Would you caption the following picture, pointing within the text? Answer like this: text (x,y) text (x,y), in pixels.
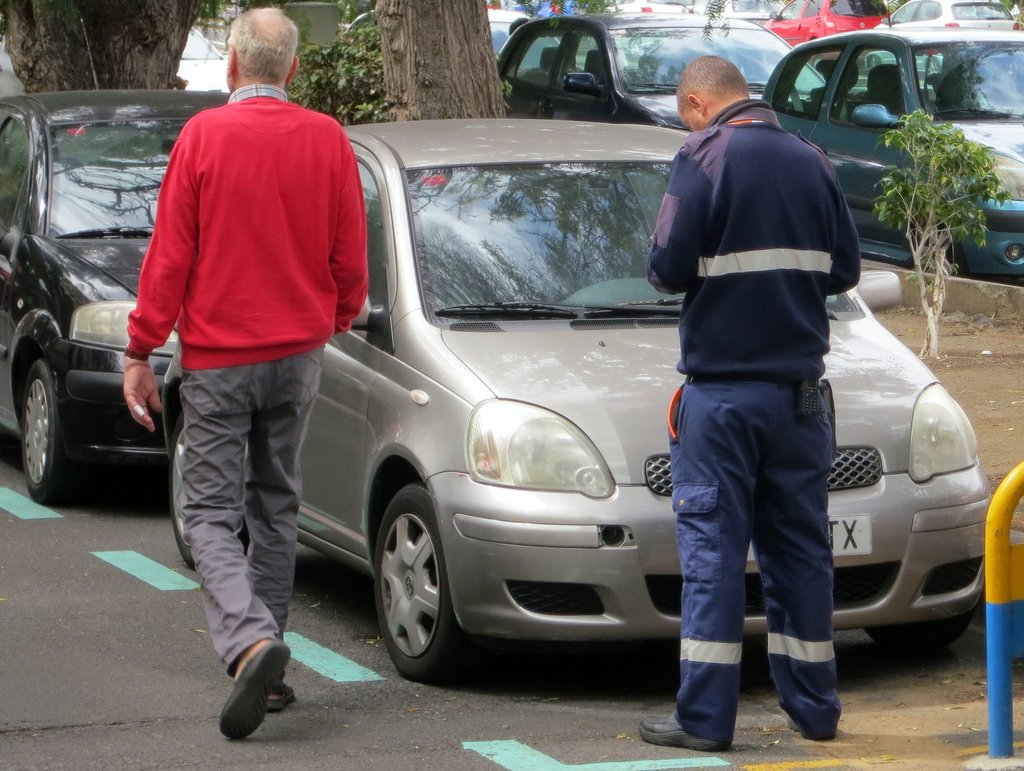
The man (827,473) in the blue shirt (819,318) is standing. In front of him, we see two cars (466,337) parked on the road (293,595). The man (273,238) on the left side (205,275) wearing a red jacket (251,296) is walking on the road (1023,746). There are trees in the background (454,113) and we see the cars (801,72) parked on the road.
